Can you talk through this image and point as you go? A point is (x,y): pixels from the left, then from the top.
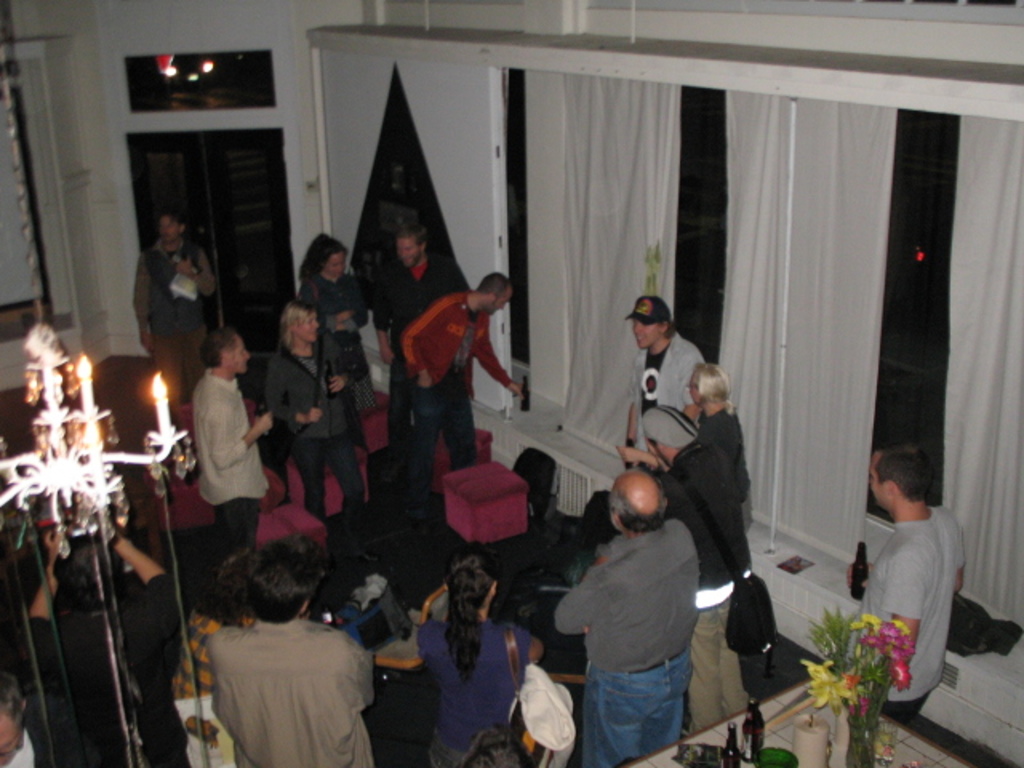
In this image we can see a few people (920,585) standing on the floor (246,385) and they are holding a bottle (522,402) in their hands (851,574). Here we can see three people (494,713) carrying the bags (736,639). Here we can see a flower vase (855,750), a candle (796,728) and bottles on the table (778,701). Here we can see the candle (71,475) with stand (68,462) on the left side (124,516). Here we can see the chairs (514,492) on the floor (519,541). Here we can see the glass windows (894,199) and curtains (861,159).
